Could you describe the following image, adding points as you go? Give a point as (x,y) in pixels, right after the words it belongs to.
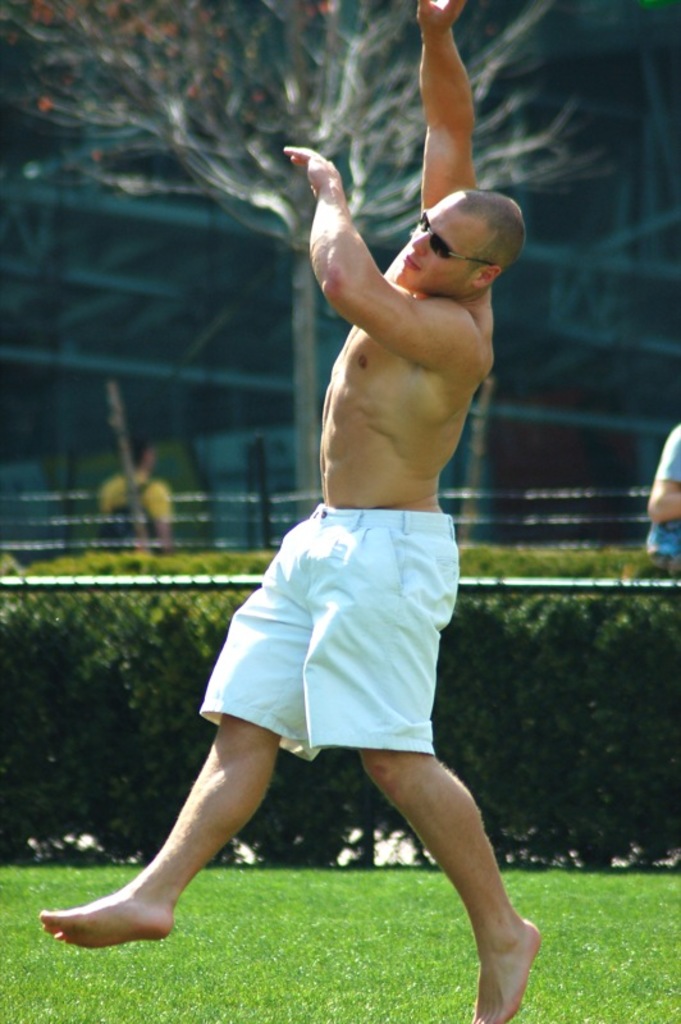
In this picture we can see the grass (268,905), three people (292,535), fence (636,521), plants (505,561), tree (382,35) and some objects (157,328).
